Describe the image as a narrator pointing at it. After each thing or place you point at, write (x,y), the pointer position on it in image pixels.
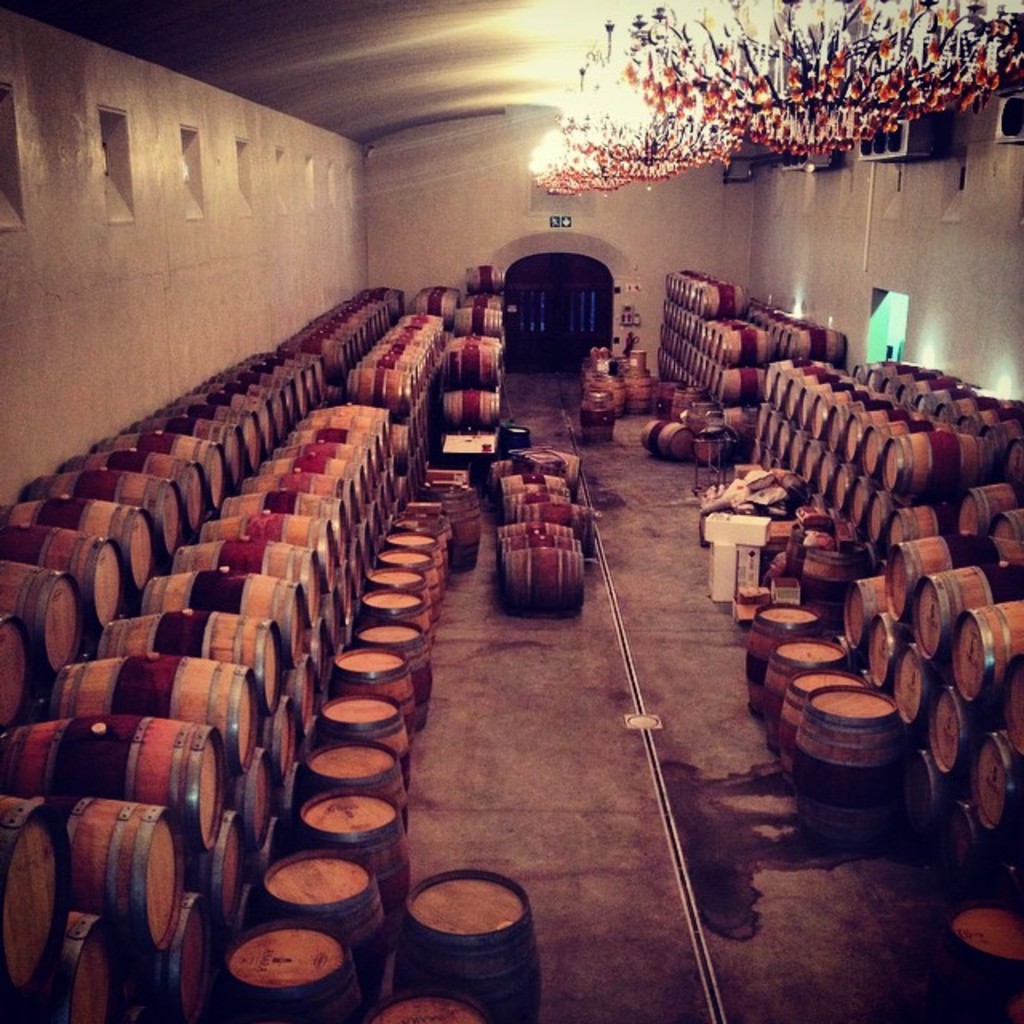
This picture shows wooden barrels (364,464) in a row and we see few lights (788,54) on the roof (515,9).
